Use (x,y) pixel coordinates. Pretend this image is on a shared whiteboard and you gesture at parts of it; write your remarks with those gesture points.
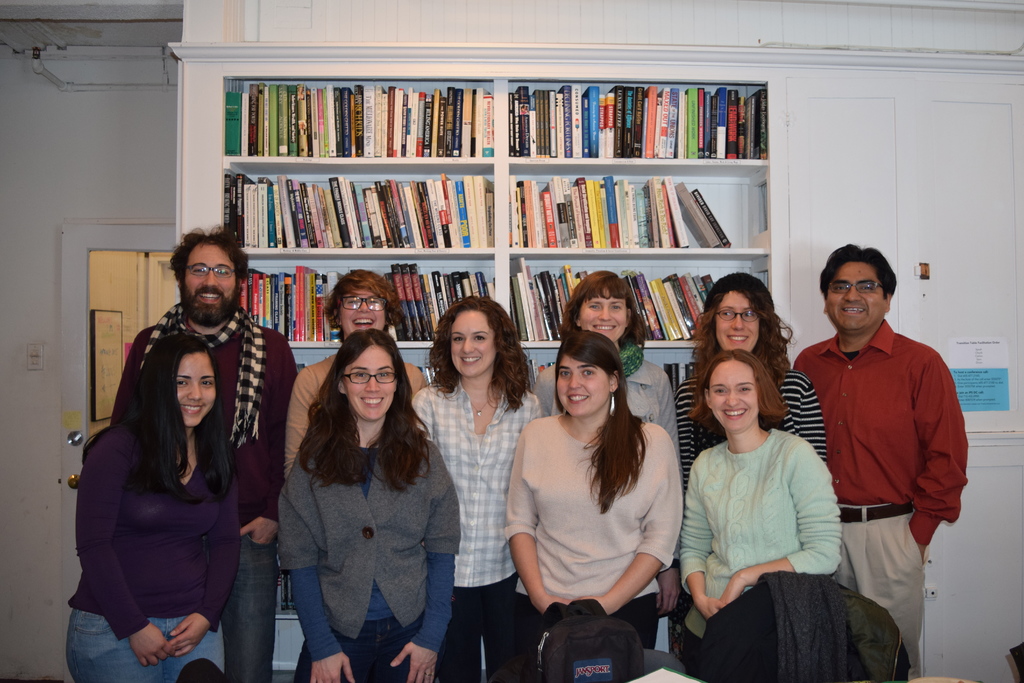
Here I can see few people (469,413) are smiling and giving pose for the picture. At the back of these people (220,362) there are many books (613,209) arranged in the racks (390,234). On the left side (104,312) there is a door (74,359). On the right side (933,205) there is a poster (992,395) attached to a cupboard (950,212). In the background (132,115) there is a wall (70,117).
